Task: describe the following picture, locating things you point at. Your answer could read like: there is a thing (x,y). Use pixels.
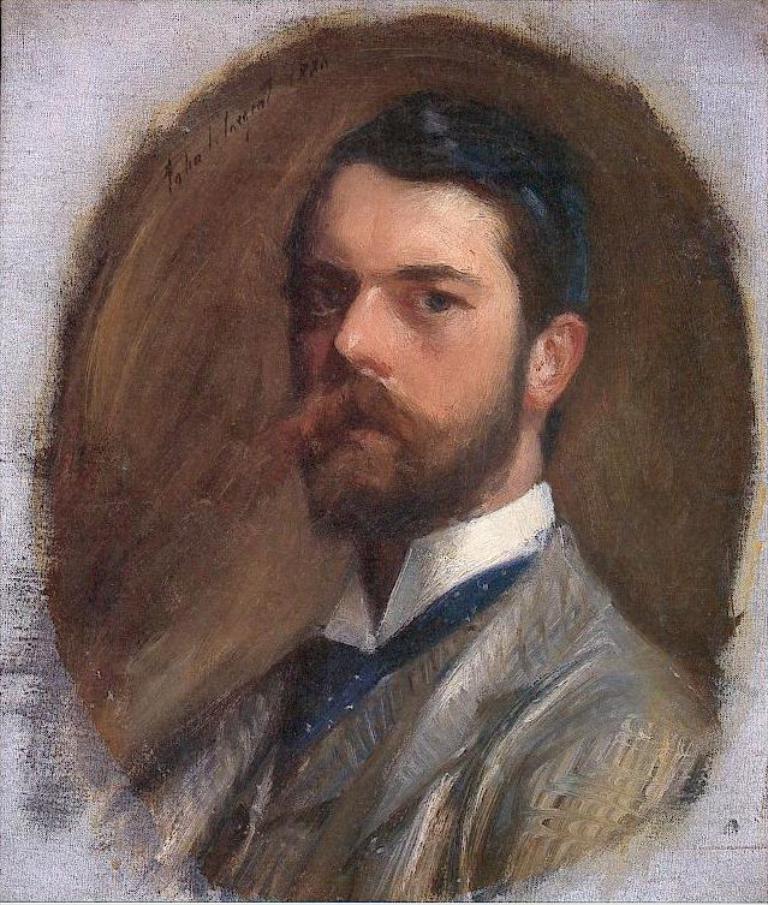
In this image, we can see an art (699,443) contains a person (414,500).
